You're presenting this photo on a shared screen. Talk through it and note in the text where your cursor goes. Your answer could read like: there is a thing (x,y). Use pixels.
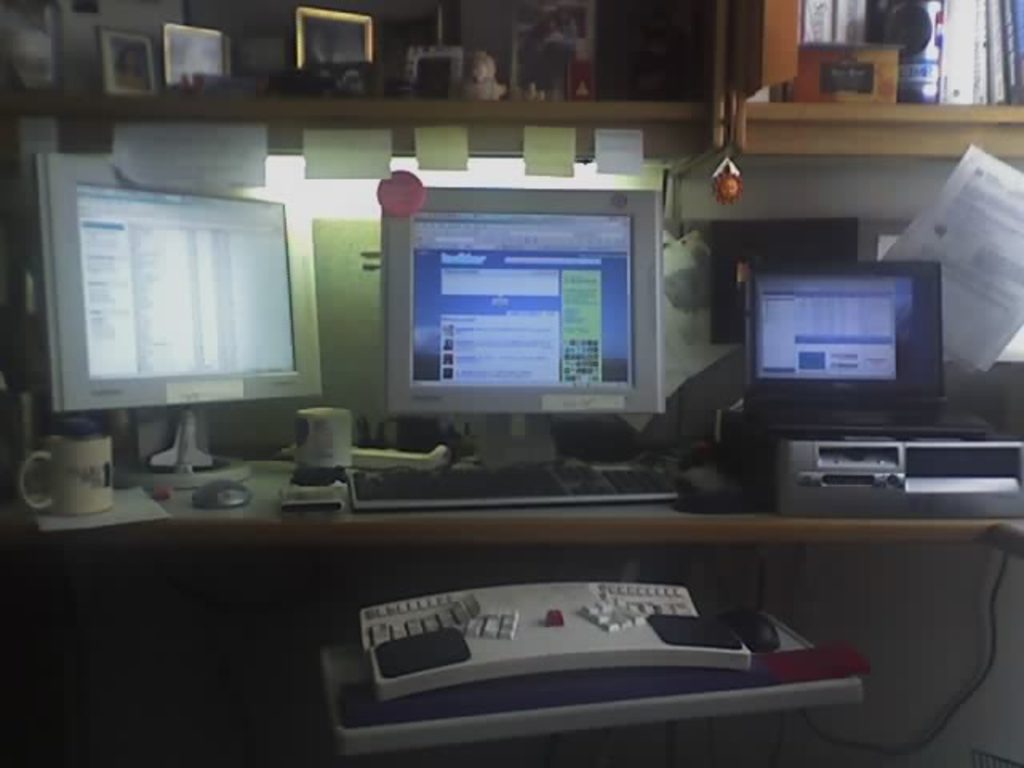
As we can see in the image there is a table (274,480), shelves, keyboard (628,621), screens (165,342) and books (951,62).
